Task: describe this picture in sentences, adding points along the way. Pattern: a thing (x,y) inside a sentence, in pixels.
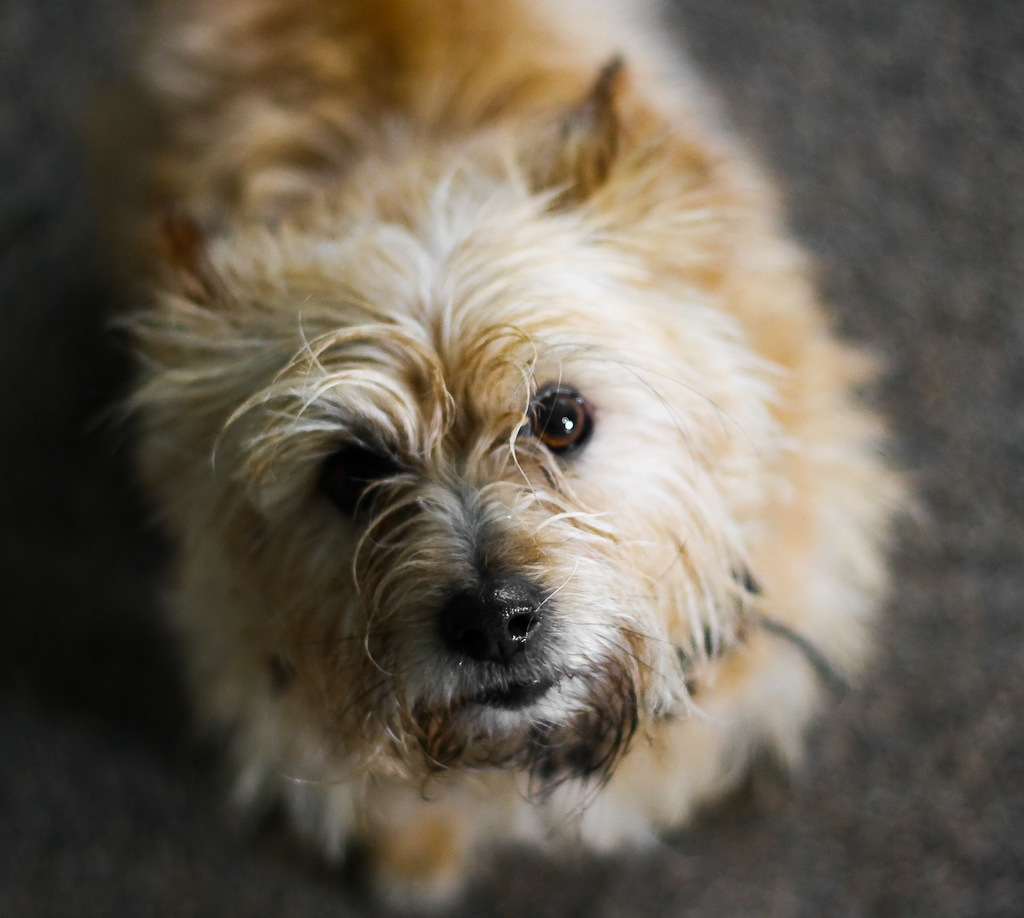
In this picture, we can see a dog (479,288) is standing on the path (837,764).
